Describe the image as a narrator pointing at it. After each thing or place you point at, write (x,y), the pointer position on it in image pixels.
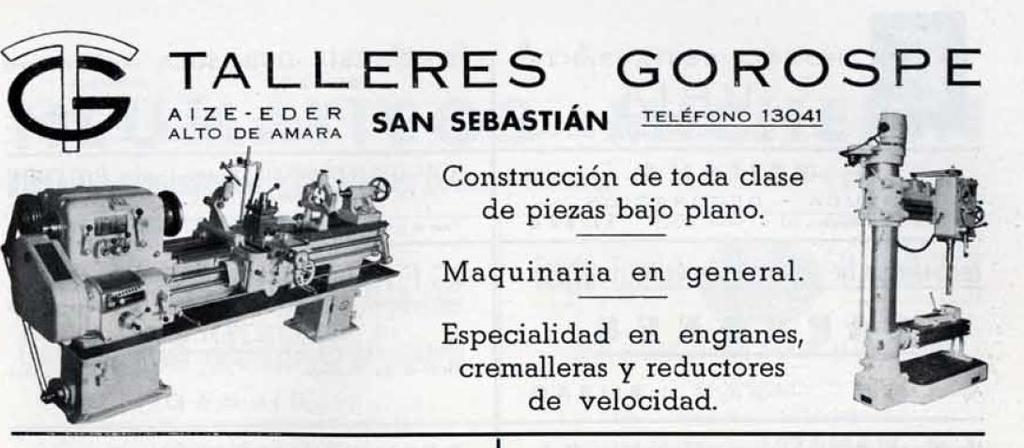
In the center of the image (562,246) we can see one poster (575,262). On the poster (510,359), we can see machines (53,223) and some text (523,361) on it.
